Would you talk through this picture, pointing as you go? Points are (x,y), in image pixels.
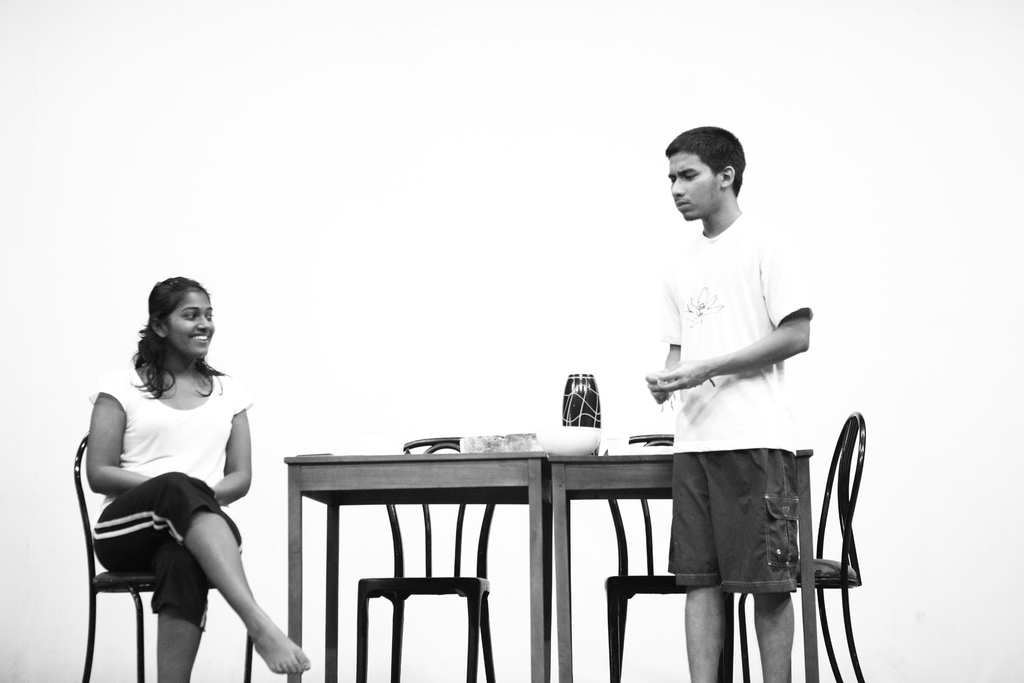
In this picture we can see one person (720,471) is standing and talking towards the opposite sitting women (171,537) on the chair (94,617) there are some chairs (627,571) and table (533,498), on the table (588,474) we have a bowl (580,429) bottle (576,406) are been placed.
